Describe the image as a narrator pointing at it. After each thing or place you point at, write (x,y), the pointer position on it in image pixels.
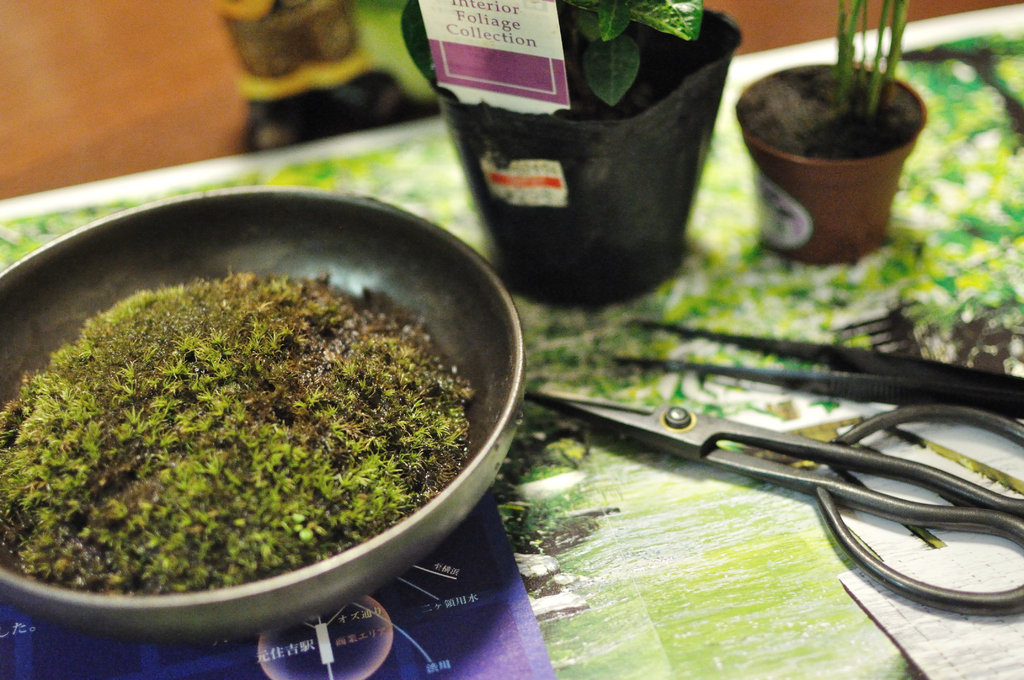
In this image there is a table (728,413) and we can see a scissor (792,478), tweezers (893,377), houseplants (820,262) and a vessel (48,584) containing moss (272,453) placed on the table (653,484). In the background (187,73) there is a wall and we can see an object (343,83).
